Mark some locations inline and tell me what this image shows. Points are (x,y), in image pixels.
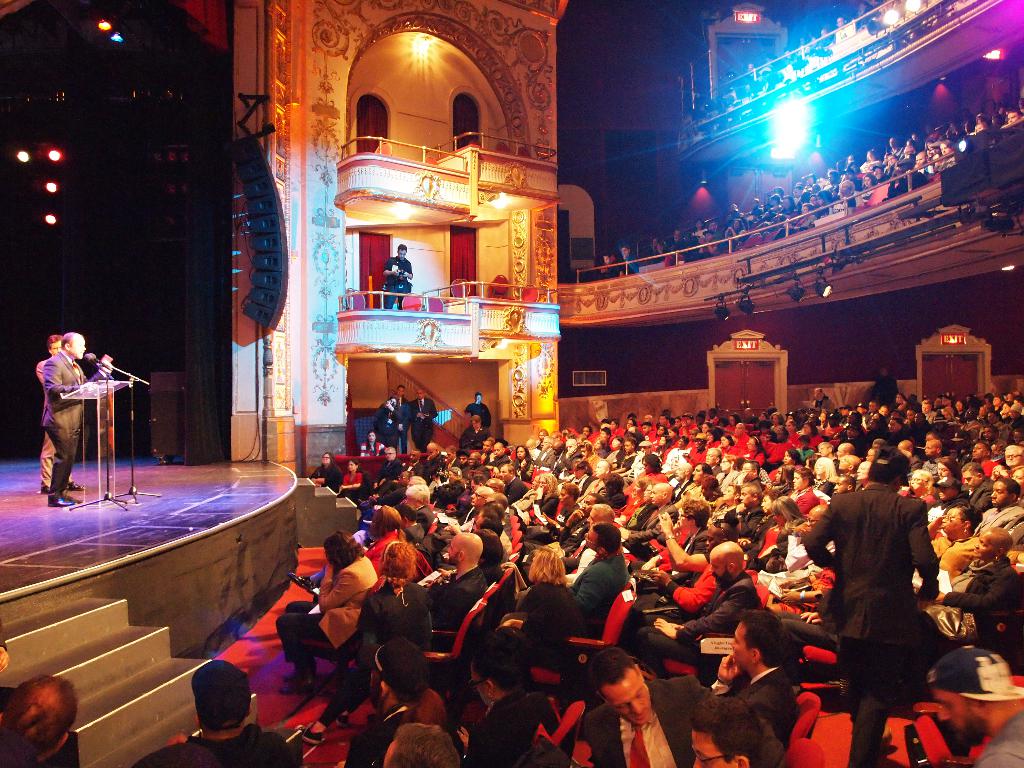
In this image I can see the group of people (550,579) sitting and few people (927,547) are standing. To the left (45,470) I can see few people (66,436) on the stage (37,479) and one person (73,378) is in-front of the podium (93,403). In the background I can see the lights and railing (547,288).
